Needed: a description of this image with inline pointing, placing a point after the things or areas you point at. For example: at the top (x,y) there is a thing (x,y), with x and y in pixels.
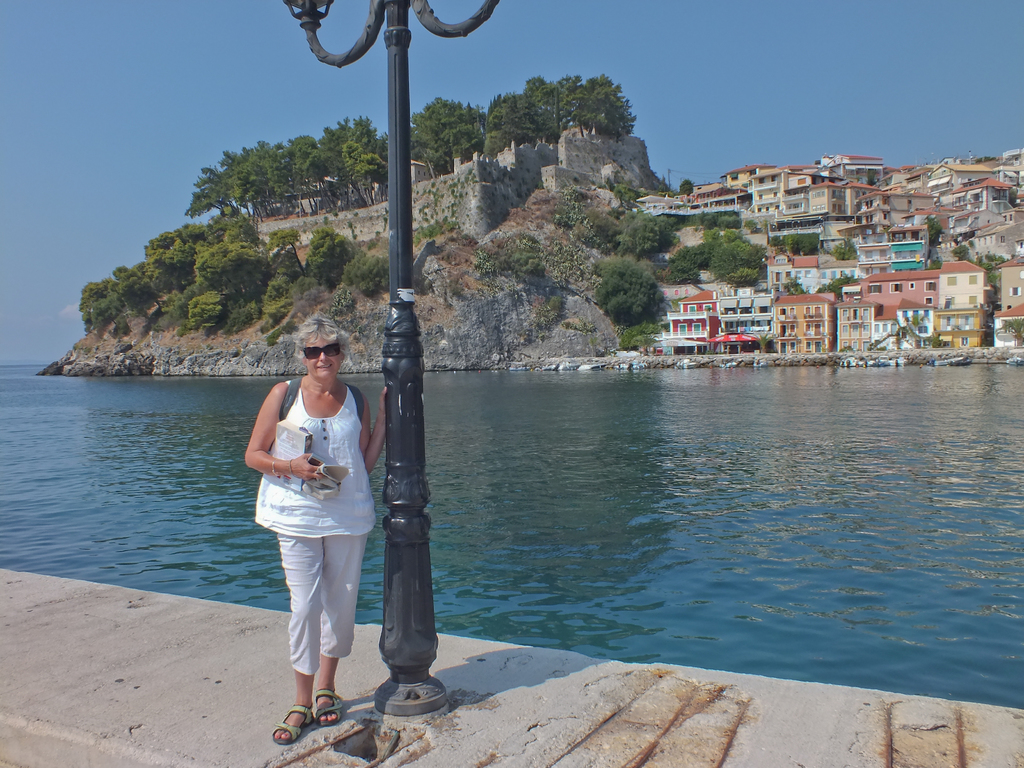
In this image, we can see a woman (343,519) is standing and smiling. She wore goggles (329,351) and holding some objects (293,456). Beside her, there is a pole (421,407). In the middle of the image (359,375), we can see the water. Background (772,193) we can see mountain (695,228), houses (695,203), buildings (742,304), trees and clear sky (120,167).
